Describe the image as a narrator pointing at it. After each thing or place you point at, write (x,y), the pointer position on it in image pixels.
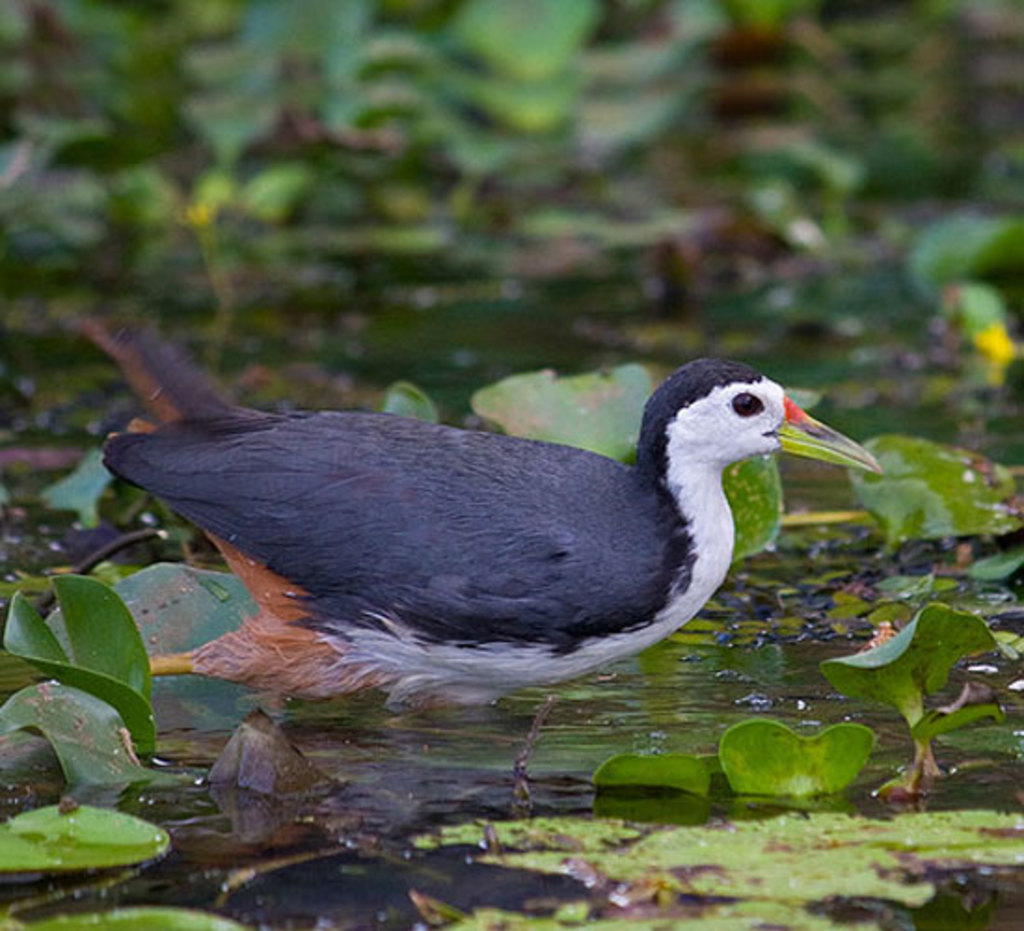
In this picture we can see a bird (713,594), water (712,686), green leaves (612,778). Background (744,1) portion of the picture is blur.
